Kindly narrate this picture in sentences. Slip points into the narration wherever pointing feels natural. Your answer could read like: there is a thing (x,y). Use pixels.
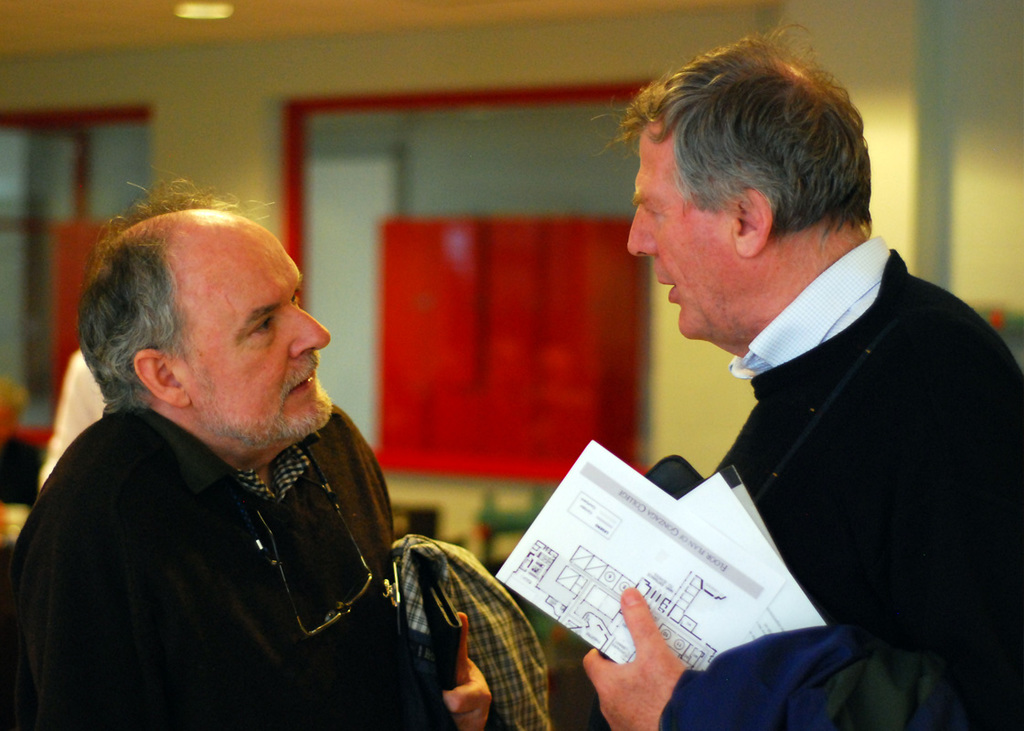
In this image I can see two men (775,397) wearing jackets (873,413) and looking at each other. It seems like they are discussing something. The man (775,452) who is on the right side (700,555) is holding some papers (686,590) in the hand (632,612). In the background (400,57), I can see the wall (209,77) along with the windows (104,171).
